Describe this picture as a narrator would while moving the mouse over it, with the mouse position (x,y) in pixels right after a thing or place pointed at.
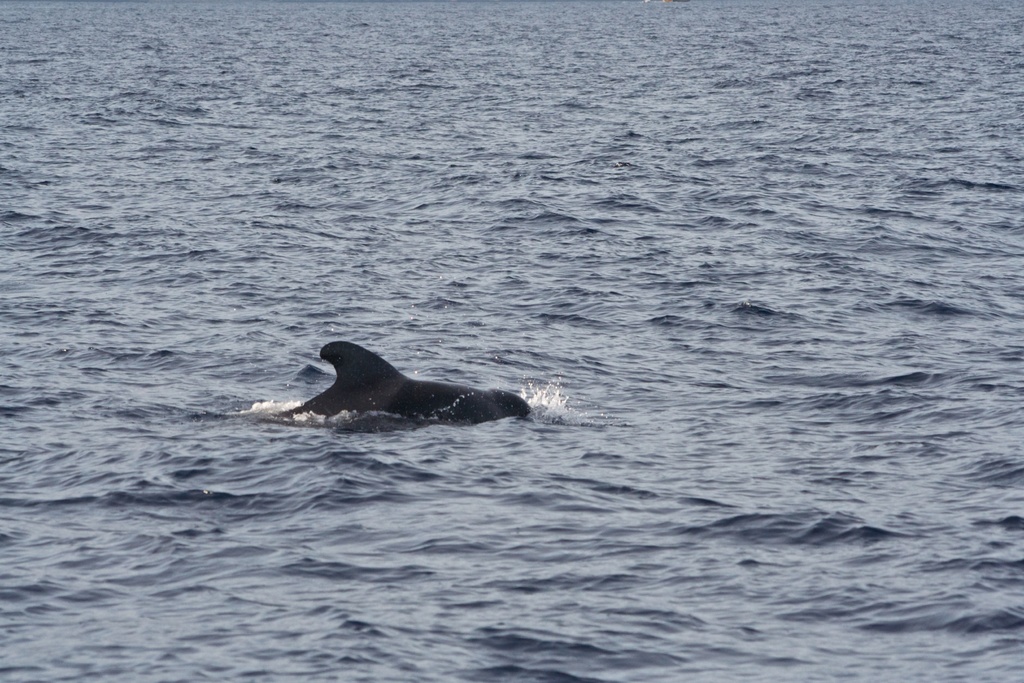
In this picture I can see a whale (352,407) in the sea (481,347).
